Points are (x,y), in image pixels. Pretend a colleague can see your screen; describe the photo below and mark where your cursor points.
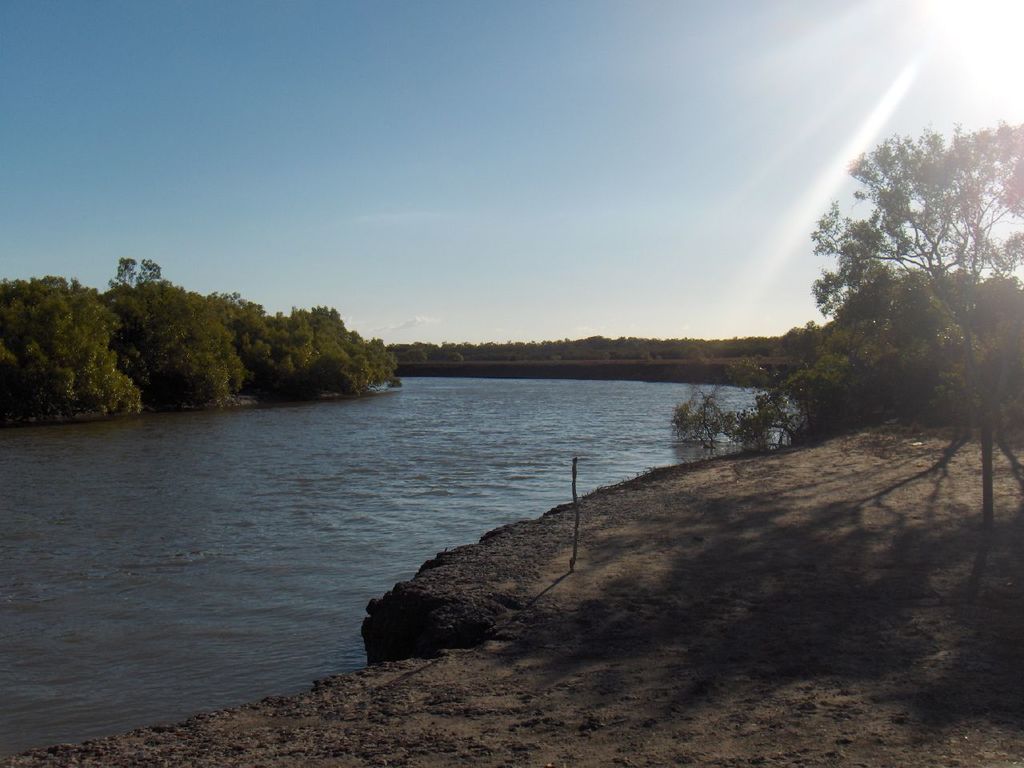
In the picture we can see a river (412,495) with water (258,518) and near it, we can see a path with sand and near it, we can see some plants (812,405) and in the background (39,380), we can see full of trees (74,374) and behind it we can see the sky (791,174).
